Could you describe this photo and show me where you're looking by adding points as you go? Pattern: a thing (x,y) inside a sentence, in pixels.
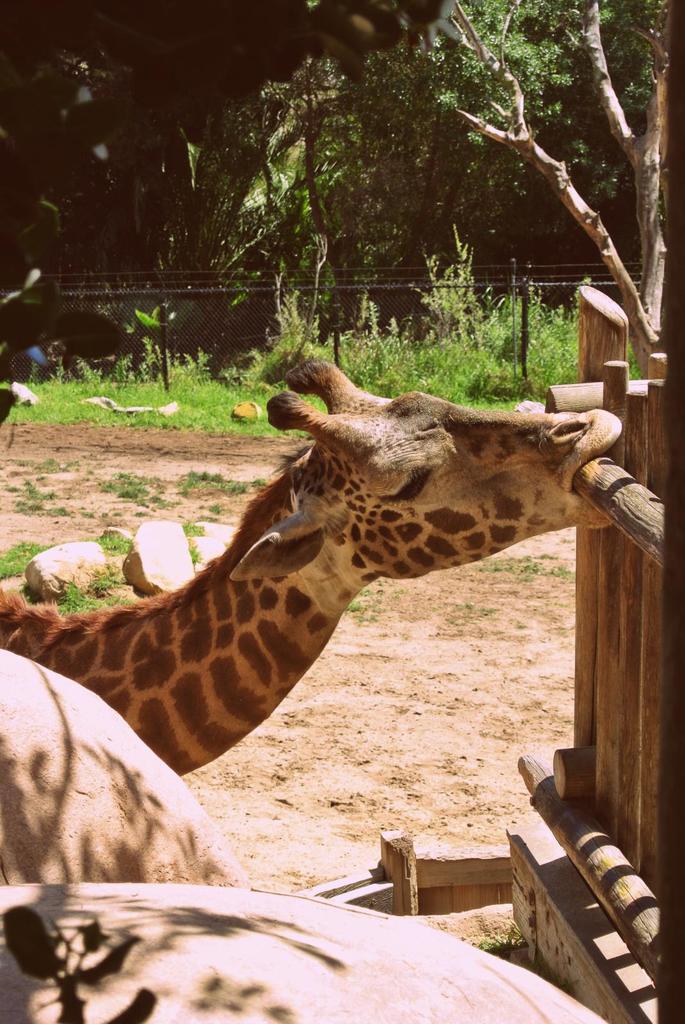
In this image we can see a giraffe (284,422), it is in brown color, there are the trees (40,310), there is the grass (23,406).
